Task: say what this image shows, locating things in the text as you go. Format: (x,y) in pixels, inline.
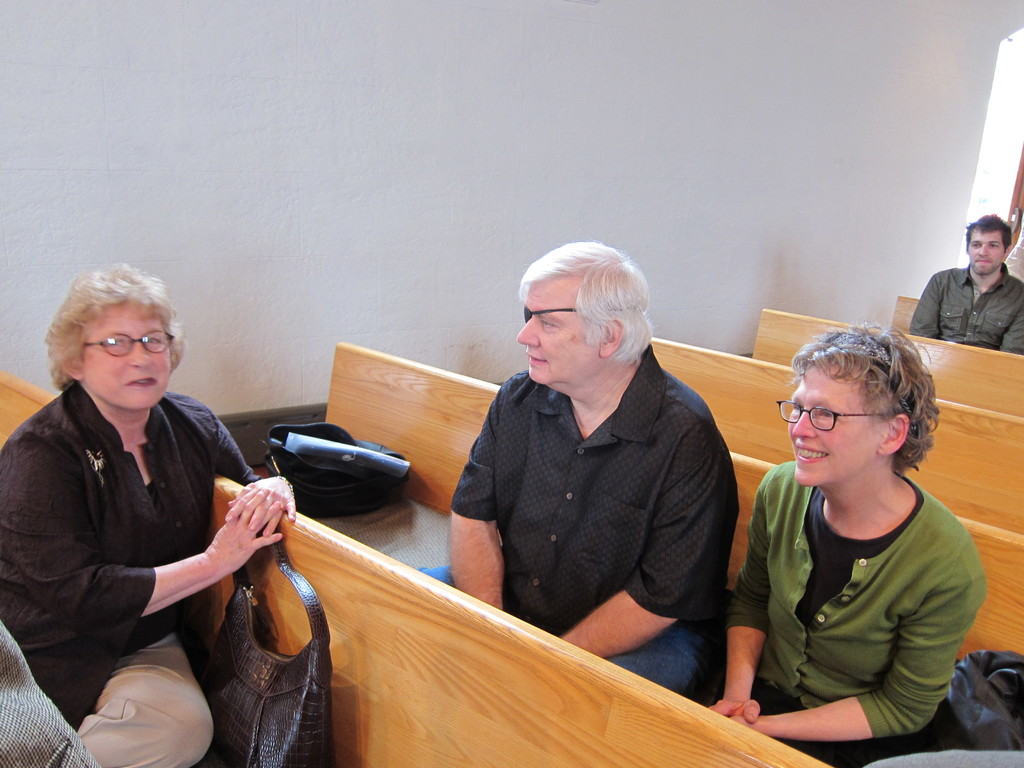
In this image we can see persons (623,441) sitting on the benches (779,442). In the background (645,145) there is wall (529,189).
